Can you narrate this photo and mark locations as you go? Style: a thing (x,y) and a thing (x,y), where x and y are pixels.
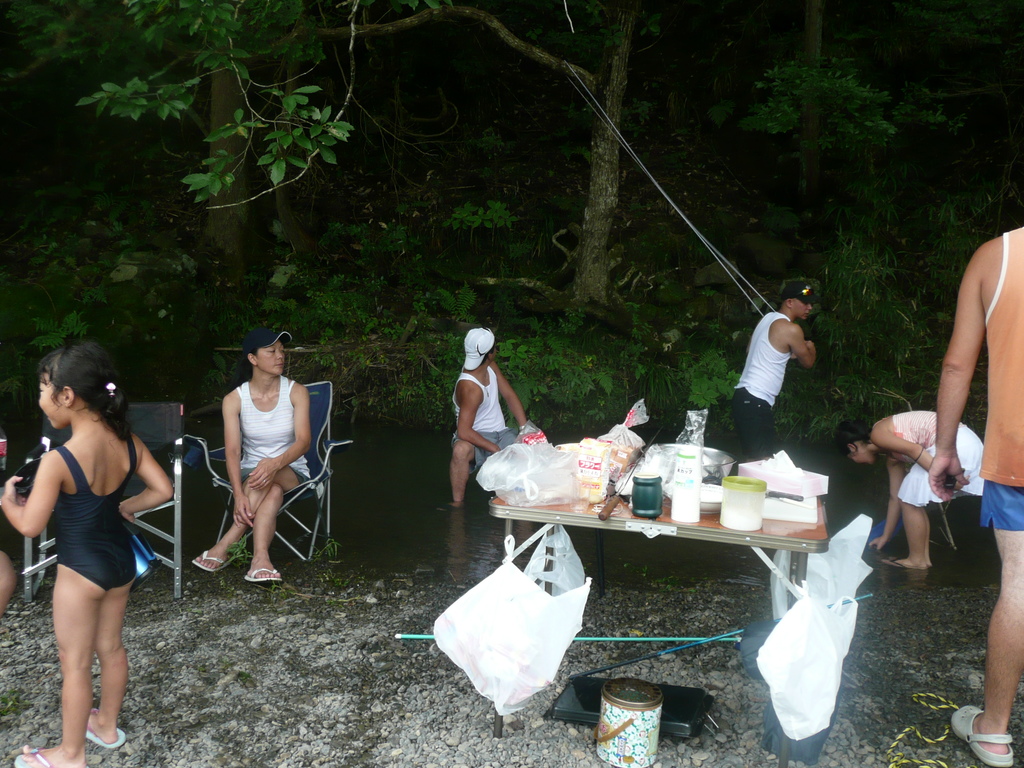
In this image, we can see many people (506,393) and some of them are sitting and there is a man (789,319) holding a rope (748,281) which is tied to a tree (604,119), we can see some jars (650,486) and packets (664,478) which are placed on the table (615,517) and there are some bags (523,611) also and we can see some objects (636,709) on the ground (702,735). At the bottom (299,644), there is gravel (299,644).
